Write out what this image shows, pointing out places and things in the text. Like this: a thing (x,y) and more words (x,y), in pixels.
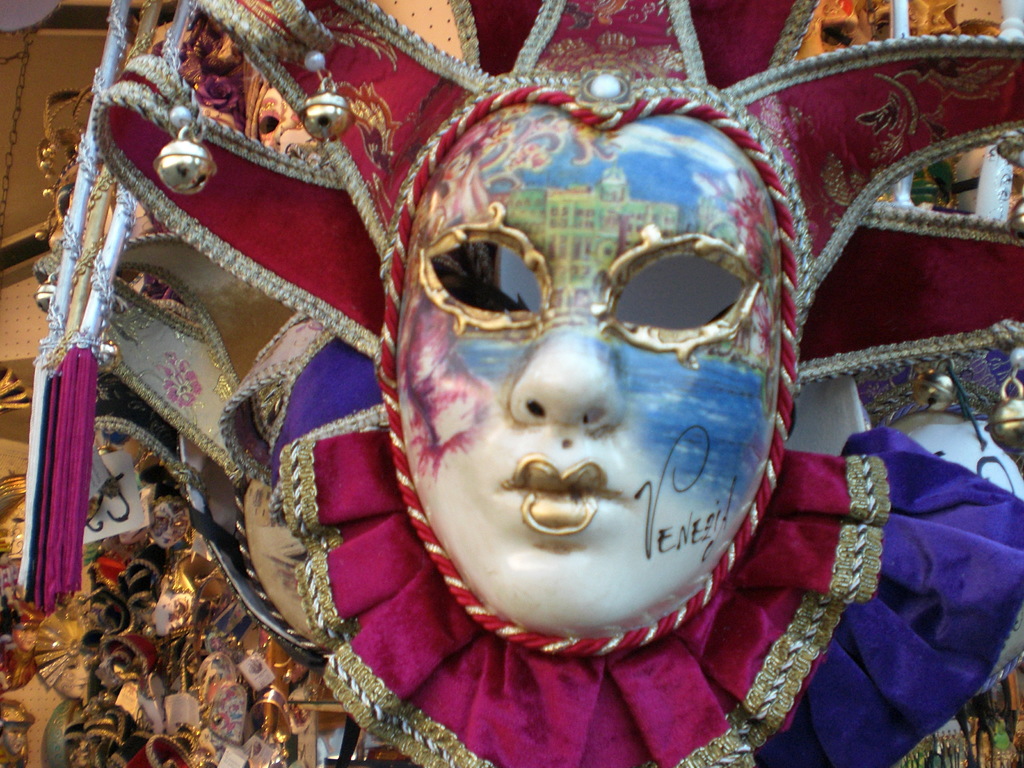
In this picture we can see a mask (560,346). On the mask (432,362) it is written something. Behind the mask (343,523), there are some objects (176,620). At the top left corner of the image (14,143), there is a chain (21,71).
